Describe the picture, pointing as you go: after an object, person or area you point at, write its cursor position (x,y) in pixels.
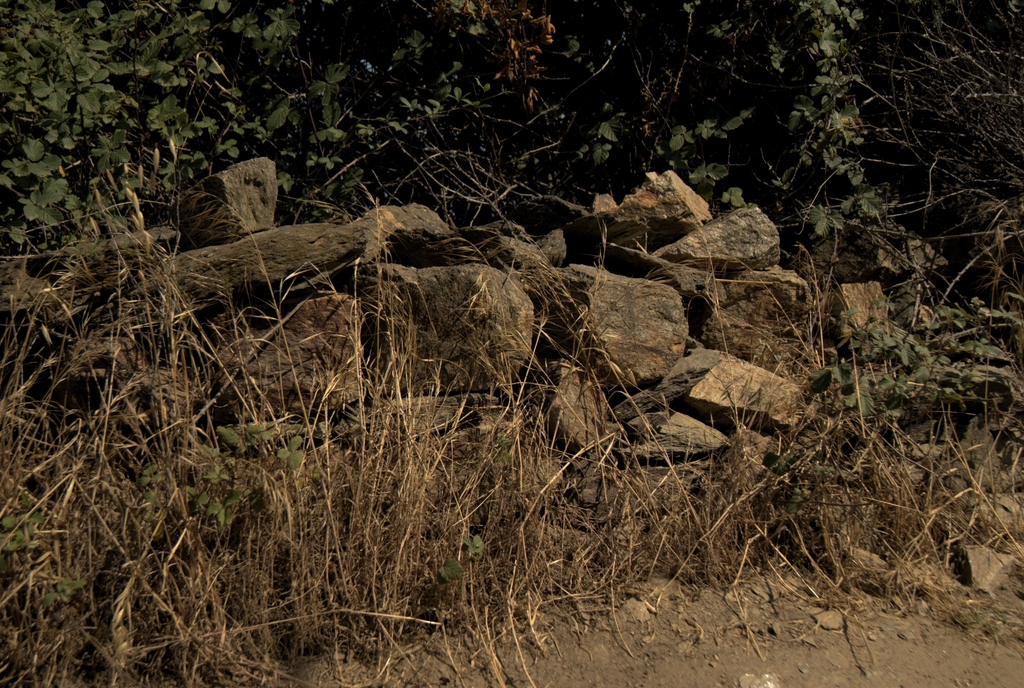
In the center of the image (567,299) there are stones (563,425). At the bottom of the image (405,555) there is dry grass (944,554) and mud (760,630). In the background of the image (53,50) there are plants (225,63).
